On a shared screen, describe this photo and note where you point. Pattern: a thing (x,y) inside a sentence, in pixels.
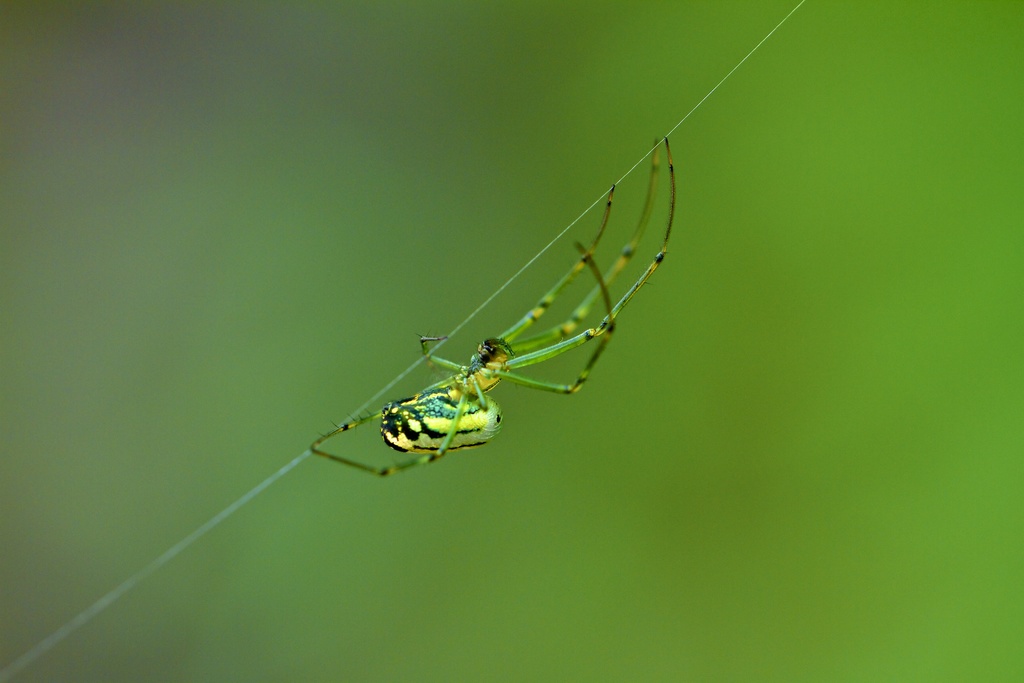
In this image I see the spider web (356,411) on which there is a spider (594,260) which is of yellow, green and black in color and it is green in the background (747,468).
